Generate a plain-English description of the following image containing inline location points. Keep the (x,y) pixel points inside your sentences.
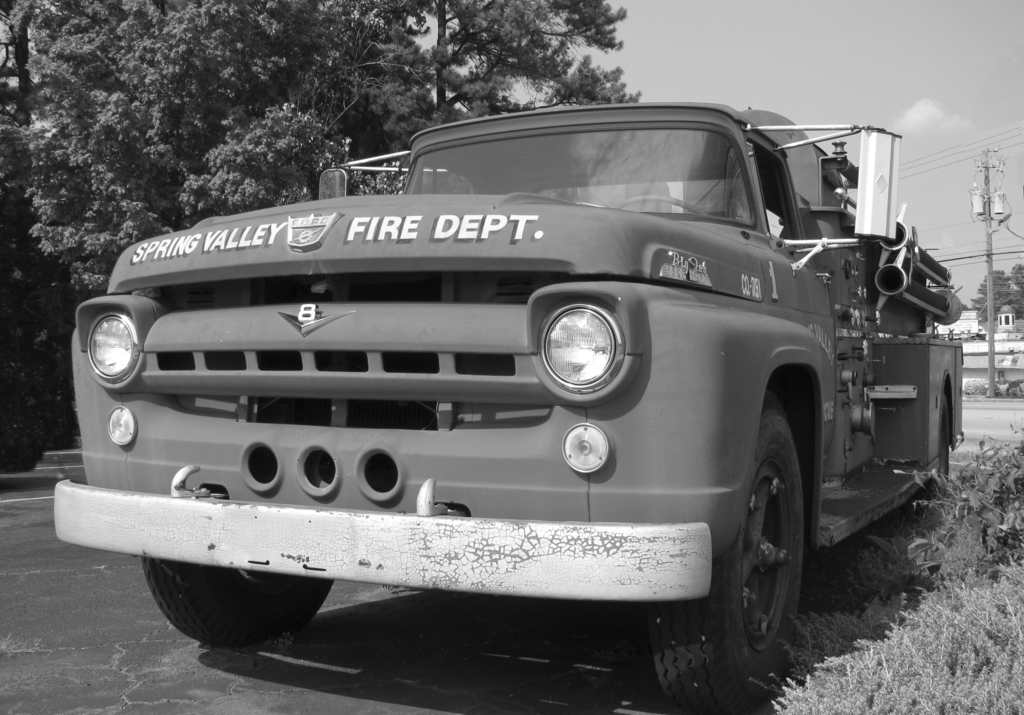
In the image we can see a vehicle (615,349) on the road (133,674). This is a road (340,638), the headlights (101,352) of the vehicle (195,379), grass (973,631), trees (223,53), electric pole (983,219), electric wires (985,158), building (966,372) and a sky (781,91).
